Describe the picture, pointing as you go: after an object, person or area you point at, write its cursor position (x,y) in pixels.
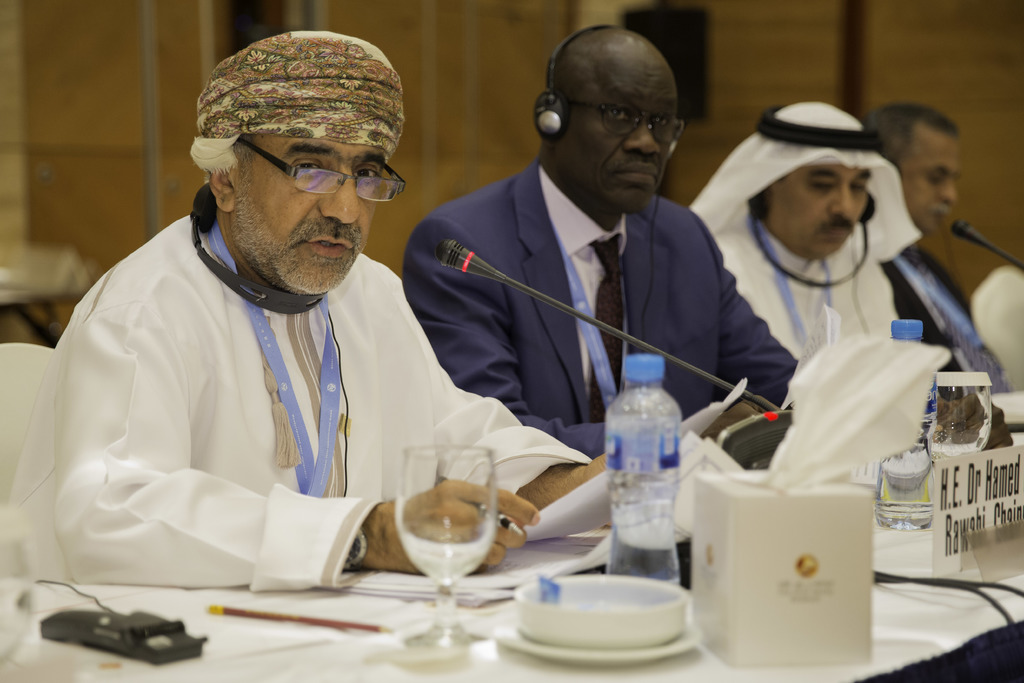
In this picture there is a man (260,275) who is wearing cap (308,113), spectacle (282,158), headphone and white dress (368,279). He is holding a paper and sitting on the chair (13,463) near to the table (108,672). On the table (124,679) I can see the water glass (451,617), water bottle (650,399), tissue paper box (721,483), cup (655,634), saucer (599,650), nameplate (974,514), papers (407,583) and other objects (72,620). Beside him there is a black man (590,338) who is wearing suit (637,222). Beside him I can see two persons (828,184) who are sitting in front of the mic (992,246). In the back (517,136) I can see the blur image.
